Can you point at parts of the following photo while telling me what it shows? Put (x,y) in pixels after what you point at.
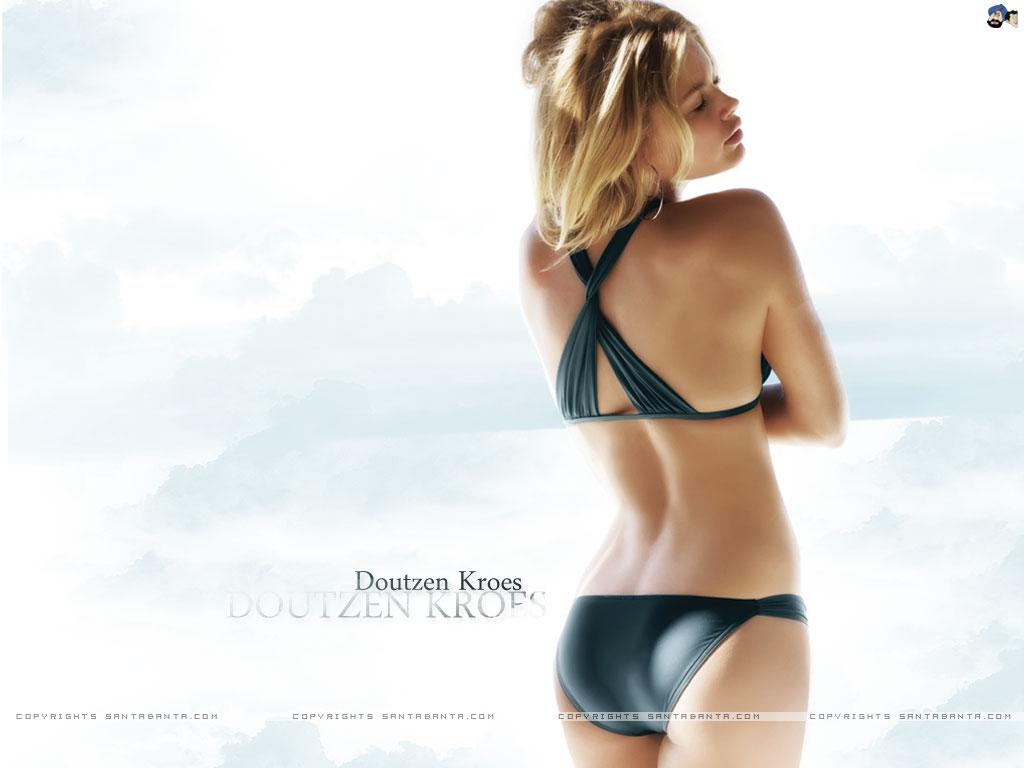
In this image, we can see a lady (652,346) standing and there is some text (352,594) written on the left (264,608).
